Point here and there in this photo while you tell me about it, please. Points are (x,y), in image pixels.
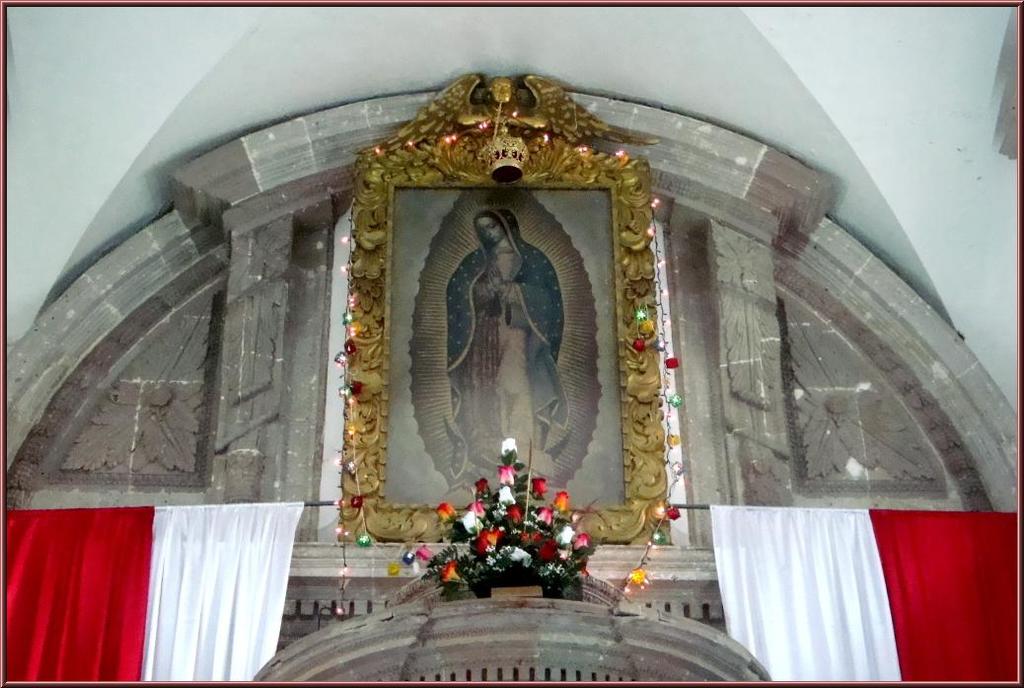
In this image in the center (495,452) there is one photo frame (459,444), flower bouquet (498,559) and on the right side (839,606) and left side (79,597) there are two curtains (149,565) and in the background (152,286) there is a wall (905,325).
